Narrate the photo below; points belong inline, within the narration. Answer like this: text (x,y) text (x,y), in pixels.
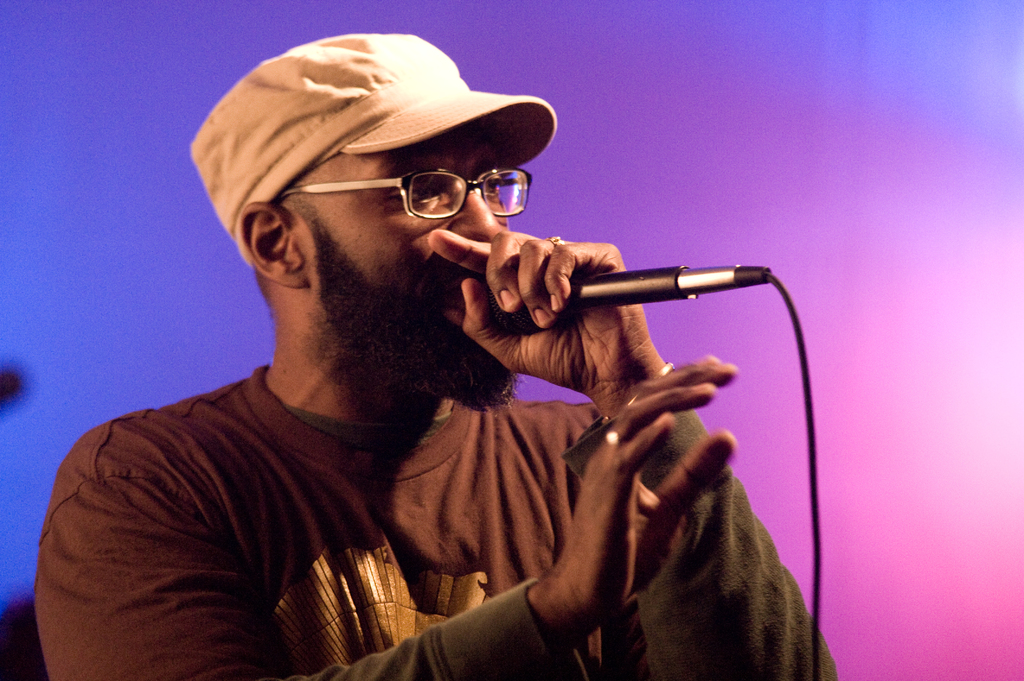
One man (440,464) is standing and wearing a brown t-shirt (474,516) and wearing glasses (403,196) and a cap (370,102), he is talking in the microphone (646,287) which is in his hands (619,342).
